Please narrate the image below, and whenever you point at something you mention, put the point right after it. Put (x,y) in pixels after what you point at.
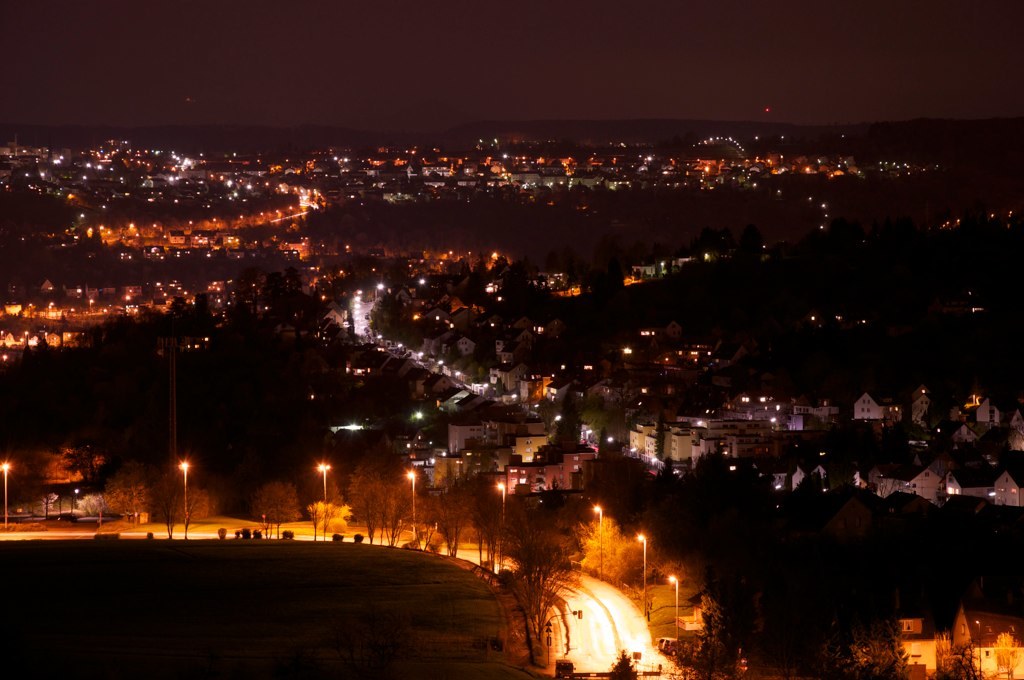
In this image there is a road (580,664). There are few street lights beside the road (638,628). There are few buildings (434,377) and trees (404,285) on the land (521,677). Top of the image (487,72) there is sky (596,72).
